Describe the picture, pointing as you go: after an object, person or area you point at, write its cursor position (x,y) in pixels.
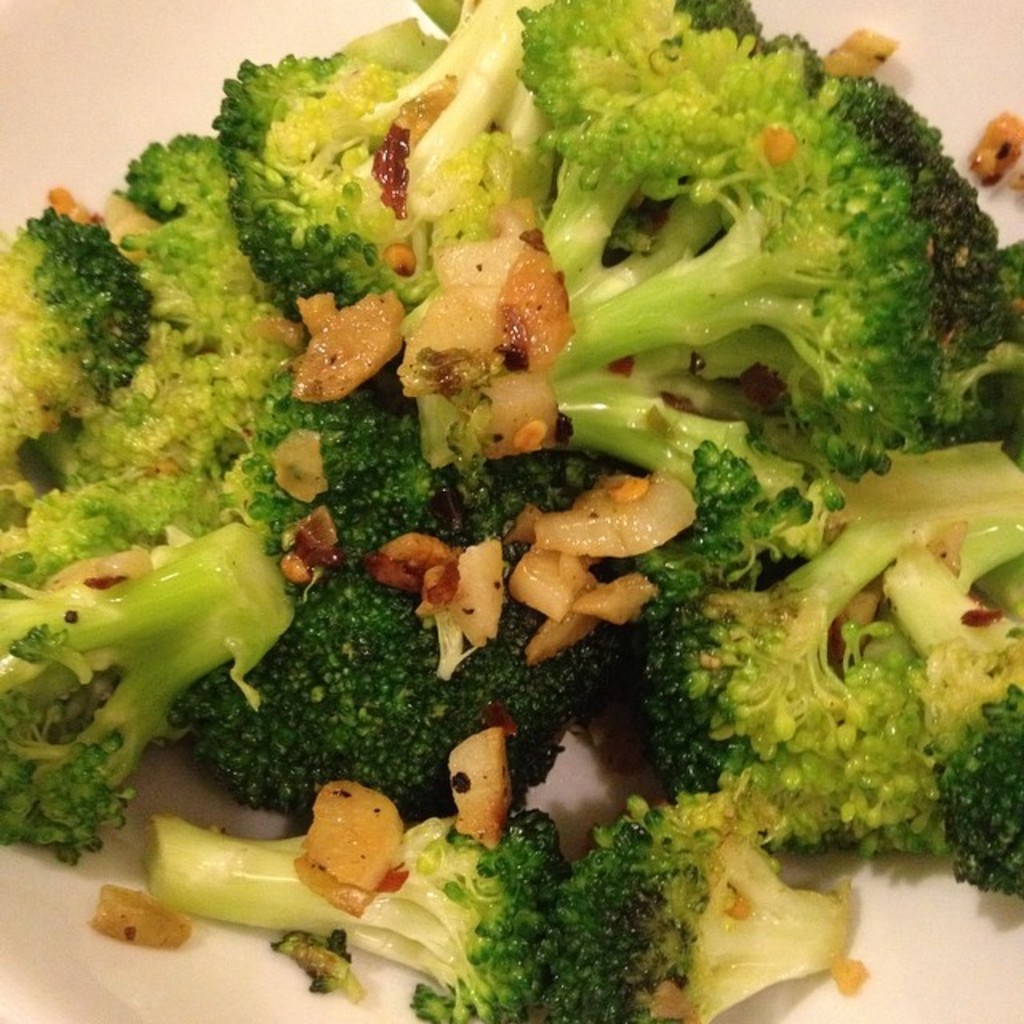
In this picture there is a broccoli (280,693) and some other objects (294,544) placed on a white surface (582,764).
